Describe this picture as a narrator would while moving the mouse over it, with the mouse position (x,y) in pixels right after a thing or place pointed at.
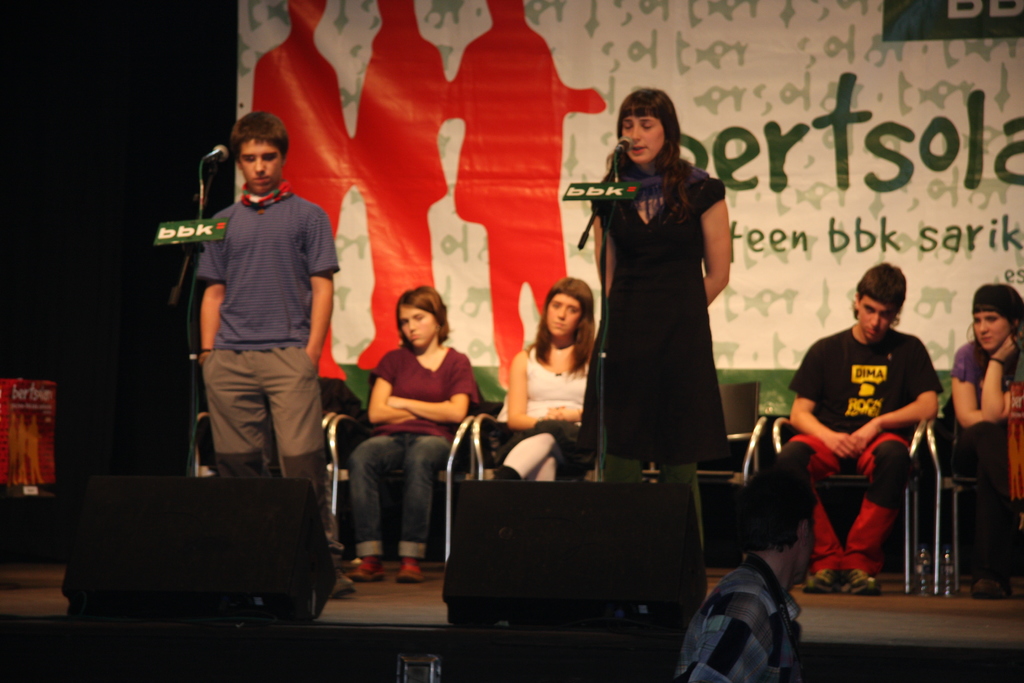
There is one woman (637,285) standing and wearing a black color dress (659,304) in the middle of this image (651,315), and there is one man (285,282) standing on the left side of this image (263,281). There are some other persons (543,349) sitting on the chairs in the background (395,406). There is one person (725,620) standing at the bottom of this image (722,653), and there is a wall poster (529,109) at the top of this image (544,103). We can see there is a Mic (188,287) on the left side of this image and in the middle of this image (601,368) as well.
